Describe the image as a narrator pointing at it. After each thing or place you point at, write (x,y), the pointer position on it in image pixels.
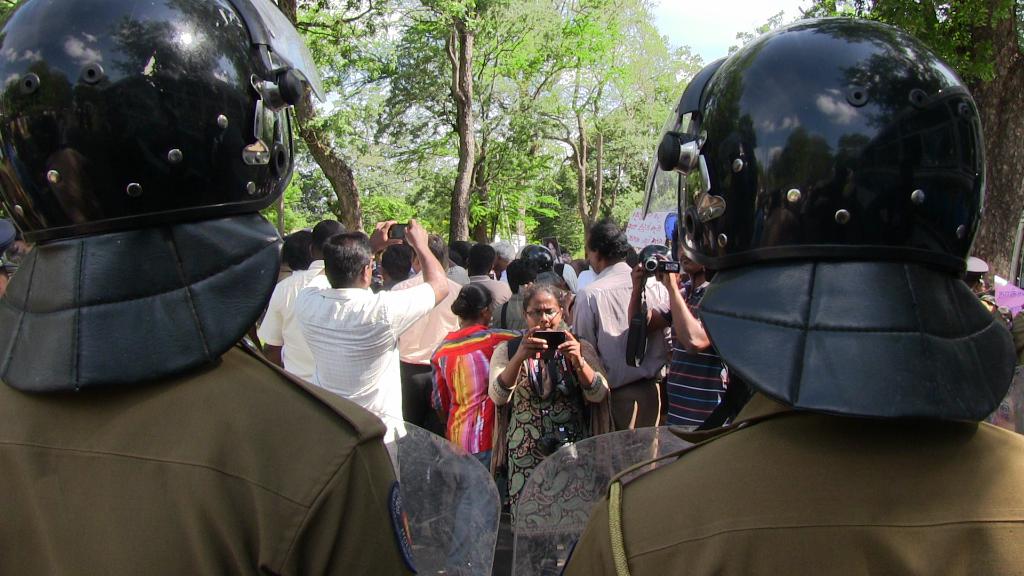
There are two persons (384,445) standing at the bottom of this image (190,420) is wearing a helmets (678,168), and there are some persons (565,365) in the background (626,373). There are some trees (452,145) as we can see at the top of this image (516,129).
